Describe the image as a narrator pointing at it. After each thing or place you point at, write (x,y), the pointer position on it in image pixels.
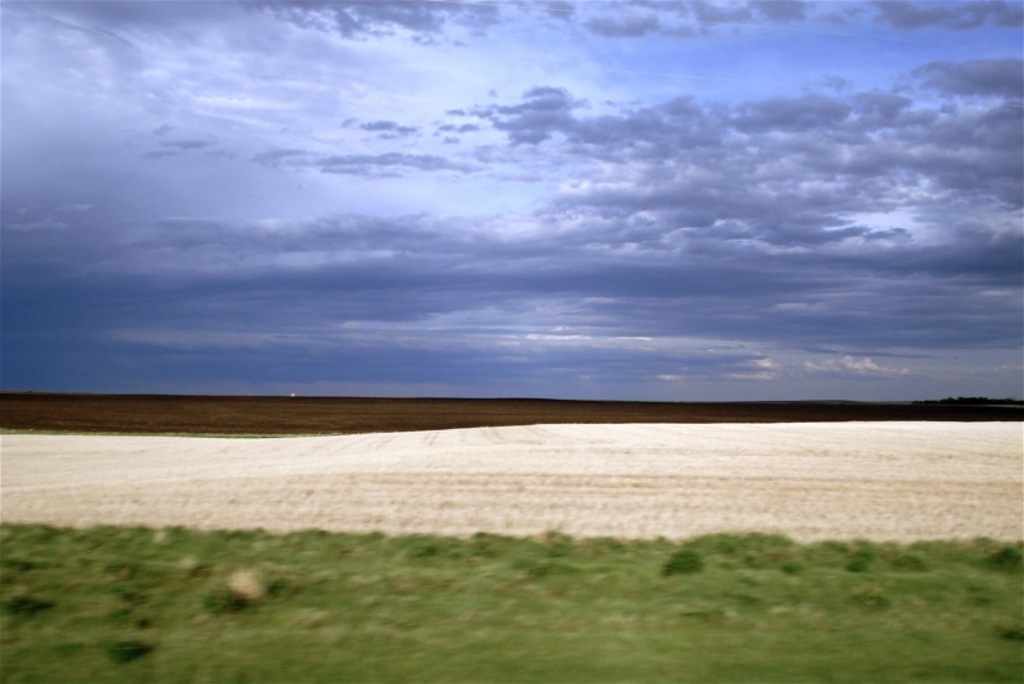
In this image, we can see the ground (346,605). At the bottom of the image (466,628), we can see grass (748,635). In the background (977,401), we can see the cloudy sky (932,396) and trees (958,401).
